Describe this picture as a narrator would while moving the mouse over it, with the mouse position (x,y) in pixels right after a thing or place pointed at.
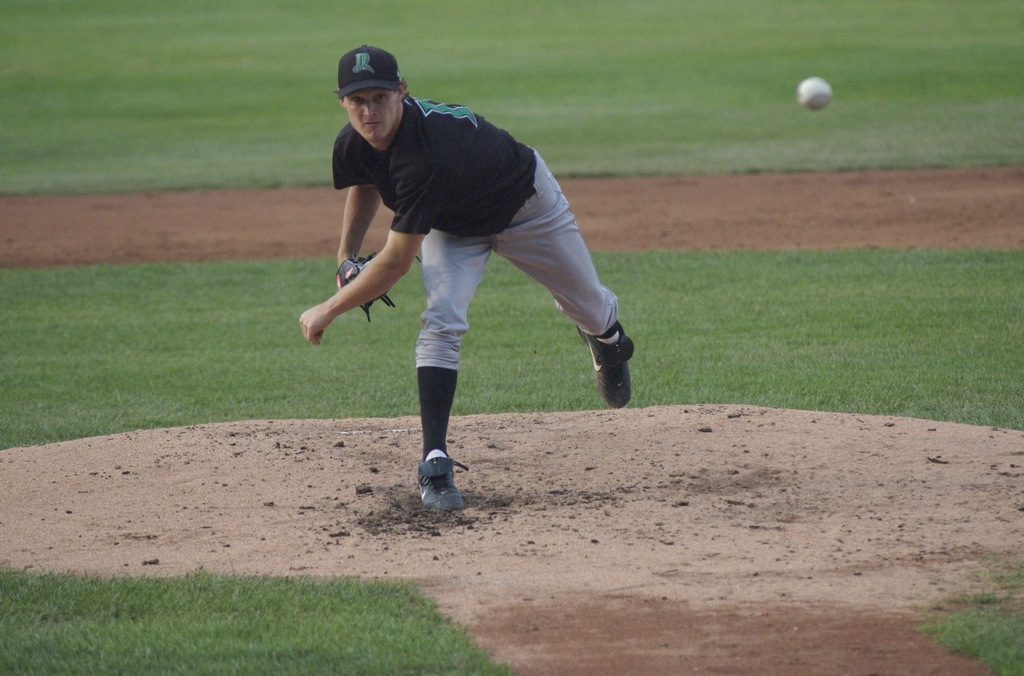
In this image there is a man (434,307) standing on the ground (400,496) and throwing the ball (804,85). On the ground (294,481) there is sand (286,468) and grass (117,354).
